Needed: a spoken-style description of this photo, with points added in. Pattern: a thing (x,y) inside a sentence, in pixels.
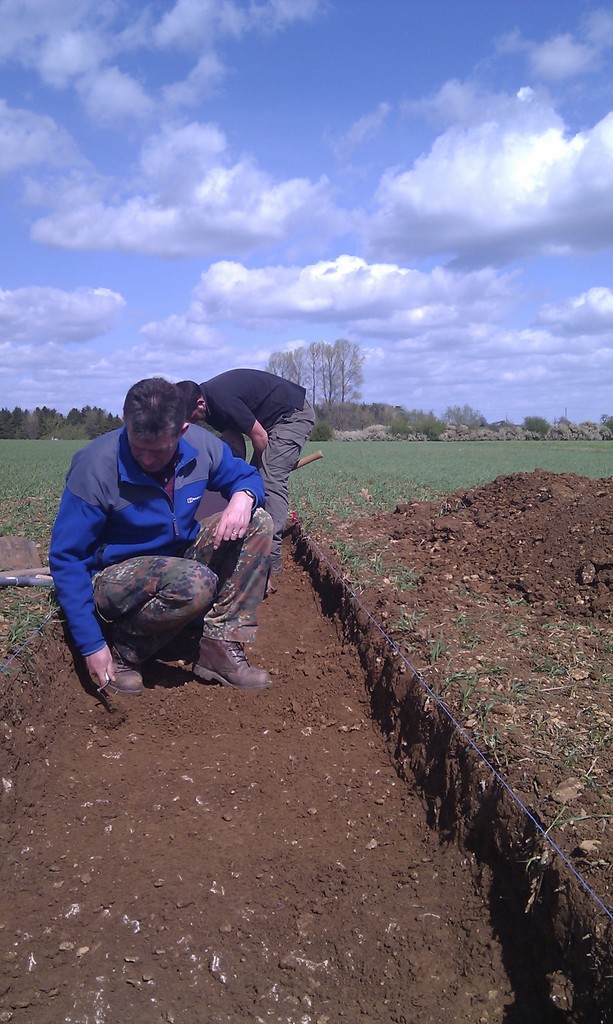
In this image there are two men (226,586). The man (179,590) to the left (112,576) is in squat position. Behind him there is another man (254,423) bending forward. Behind them there's grass (63,448) on the ground (420,494). Beside them there is soil (480,570) on the ground (238,919). In the background (378,416) there are trees (55,413). At the top (228,208) there is the sky (276,219).
